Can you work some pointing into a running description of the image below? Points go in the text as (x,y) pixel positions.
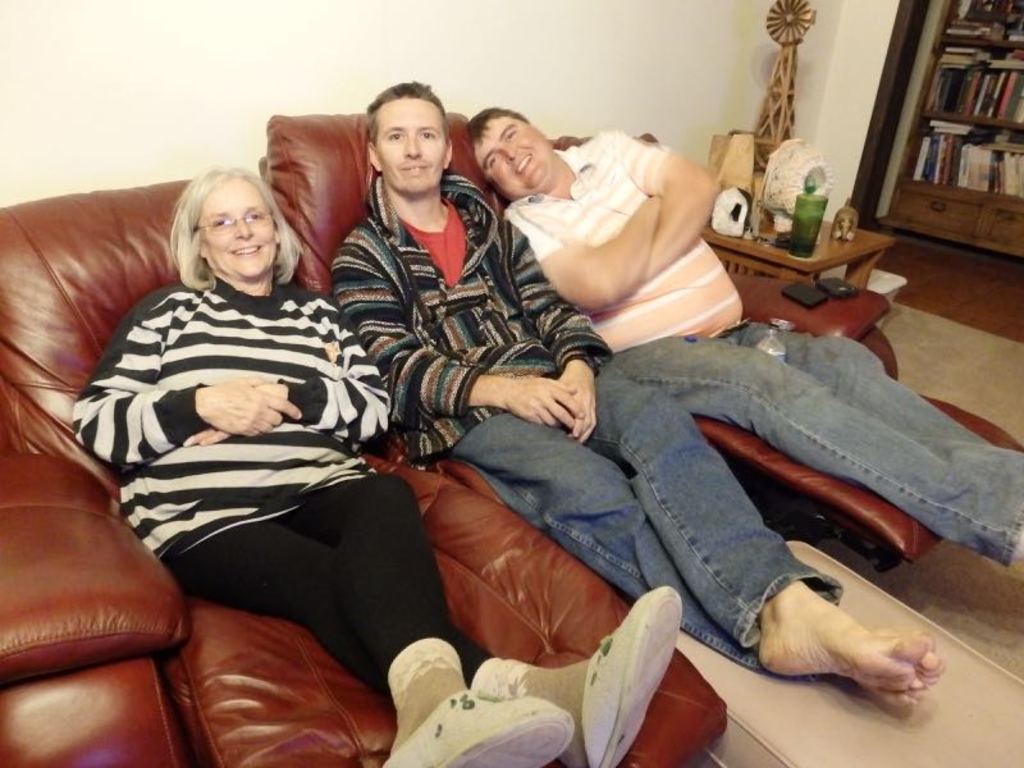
In the center of the image (499,363) we can see persons (343,274) sitting on the sofa (97,302). On the right side of the image (953,166) we can see books (985,162) arranged in shelves (973,137), glass (811,223), table (763,231) and some objects (786,124). In the background (330,28) there is wall (205,28).
